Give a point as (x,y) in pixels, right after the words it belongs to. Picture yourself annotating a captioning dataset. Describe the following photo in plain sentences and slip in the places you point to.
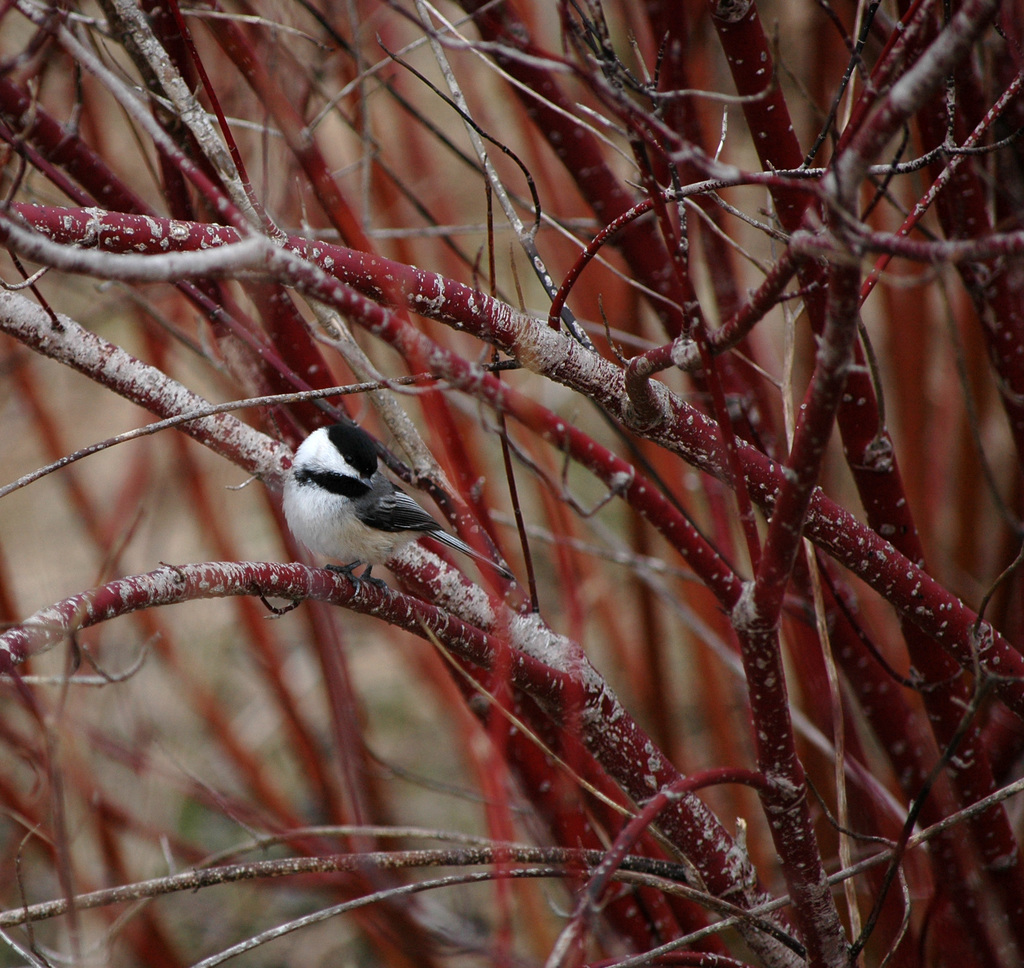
This image consists of a bird (341,449). It is in black and white color. In the background (466,265), there are plants (264,385) and stems (361,235). The stems (361,235) are in red color.
